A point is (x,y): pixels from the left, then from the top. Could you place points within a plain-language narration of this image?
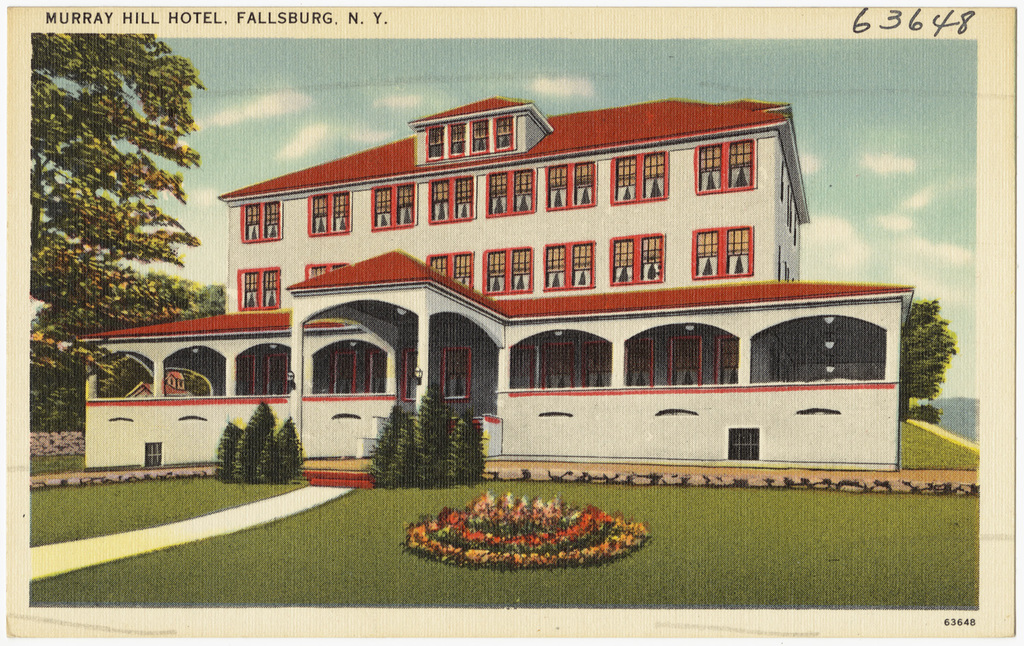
In this image we can see a photo of a building (345,335), plants (276,443), trees (910,359), ground (120,495), path (291,503) and also the sky (428,57) with some clouds (887,217). We can also see the text (372,20) and also numbers (950,624).
